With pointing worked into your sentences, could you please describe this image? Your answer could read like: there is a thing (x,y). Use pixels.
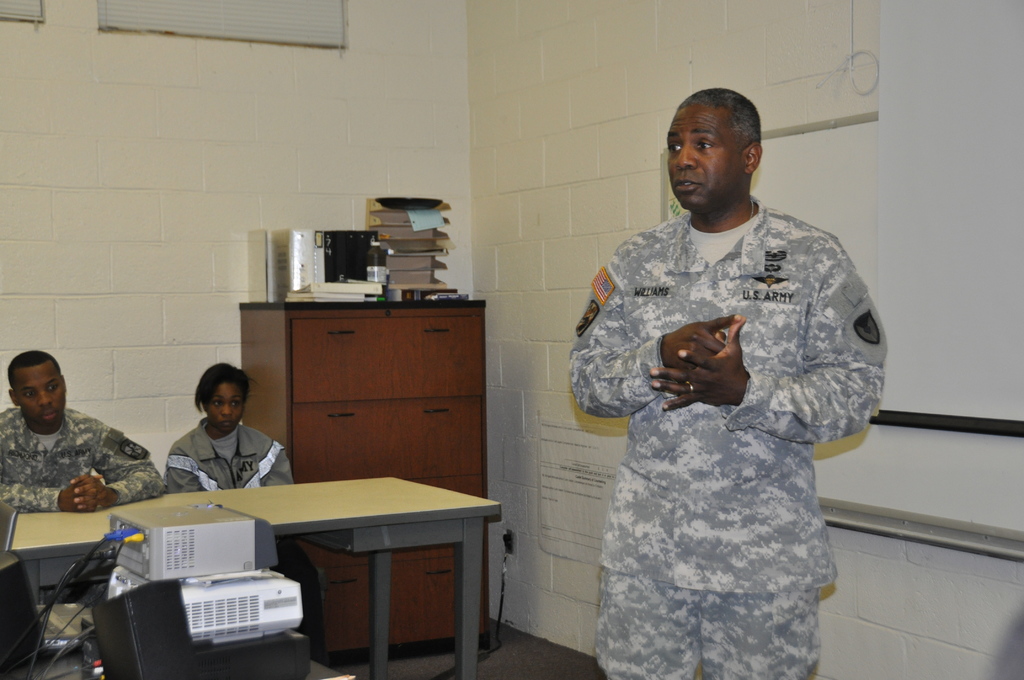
In this picture there is a man (664,414) who is standing. There is a man (75,449) and a woman (180,454) sitting on the chair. There is a device (127,552), wire (115,542) on the table (449,526). There are files (422,263) and few objects (386,246) on the cupboard (408,456).
